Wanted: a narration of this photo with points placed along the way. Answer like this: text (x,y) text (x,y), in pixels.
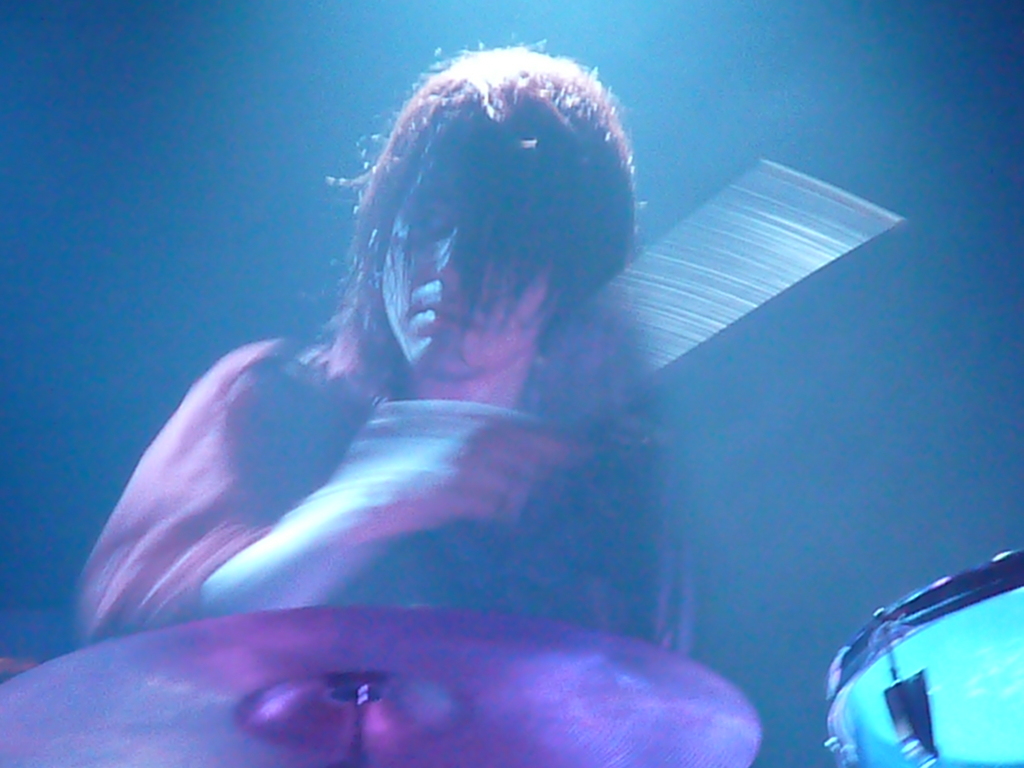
This is an image clicked in the dark. Here I can see a person (378,288) is playing the drums (679,673).
